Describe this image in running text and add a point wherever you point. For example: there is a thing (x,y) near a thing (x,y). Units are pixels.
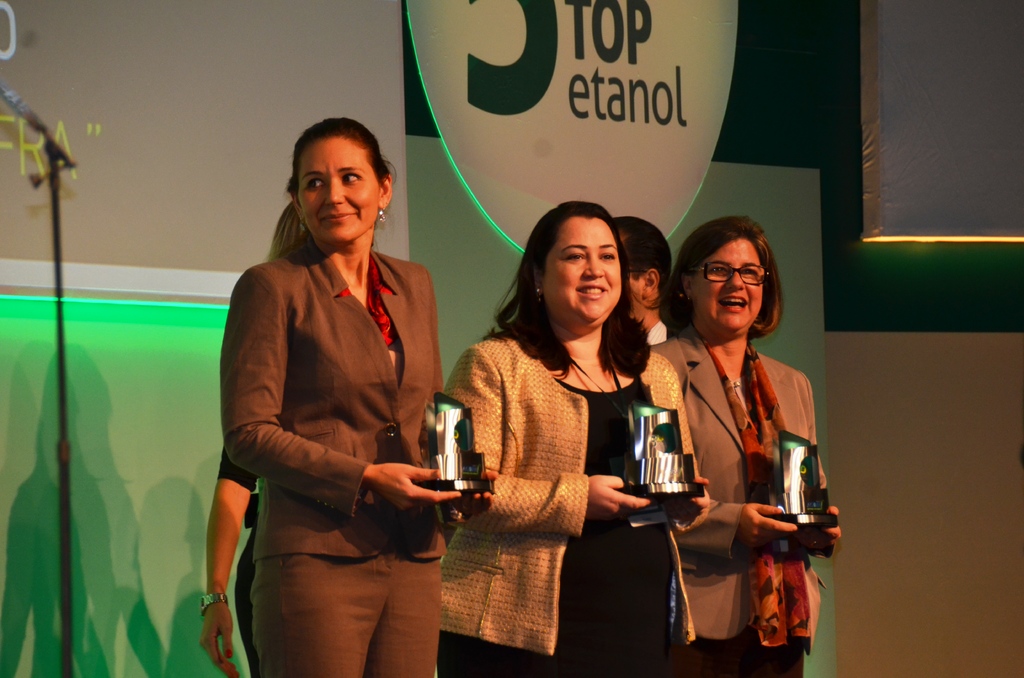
In the middle of the image (359,373) few women (360,214) are standing and holding something in their hands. Behind them two persons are standing. Behind them there is wall (831,432).
